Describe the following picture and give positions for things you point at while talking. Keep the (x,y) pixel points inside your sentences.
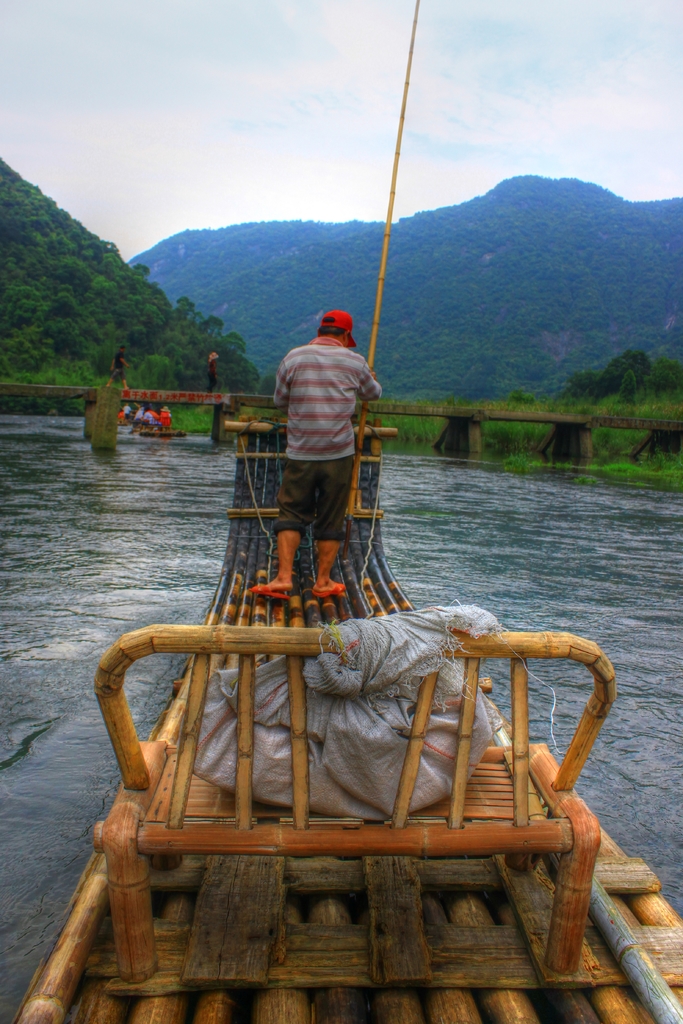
In this image a boat (186,969) is sailing on the water (530,577). A person (349,355) is standing on the boat (309,576). He is holding a stick (360,423) in his hand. He is wearing a cap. Left side few persons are walking on the bridge (126,392). Left side (122,420) few persons (160,417) are on the boat (156,427). Right side (621,389) there are few trees (628,381) on the grassland (655,412). Background (63,302) there are few hills (243,270). Top of the image (194,115) there is sky (128,181).
